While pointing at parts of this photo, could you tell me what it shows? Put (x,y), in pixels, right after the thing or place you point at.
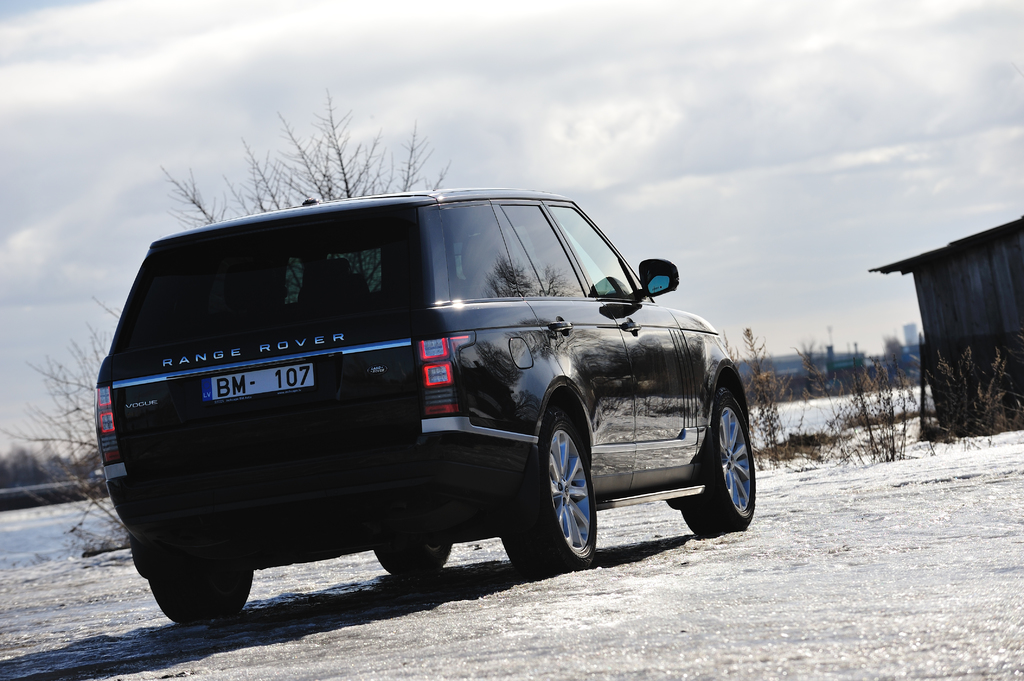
In this image we can see one car (459,404) on the ground (439,593), some trees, bushes (821,442), one shed (1005,299), some objects (907,354) on the ground (876,414), plants (846,429) and grass (834,438) on the ground (120,564). At the top (654,95) there is the sky (451,104).
